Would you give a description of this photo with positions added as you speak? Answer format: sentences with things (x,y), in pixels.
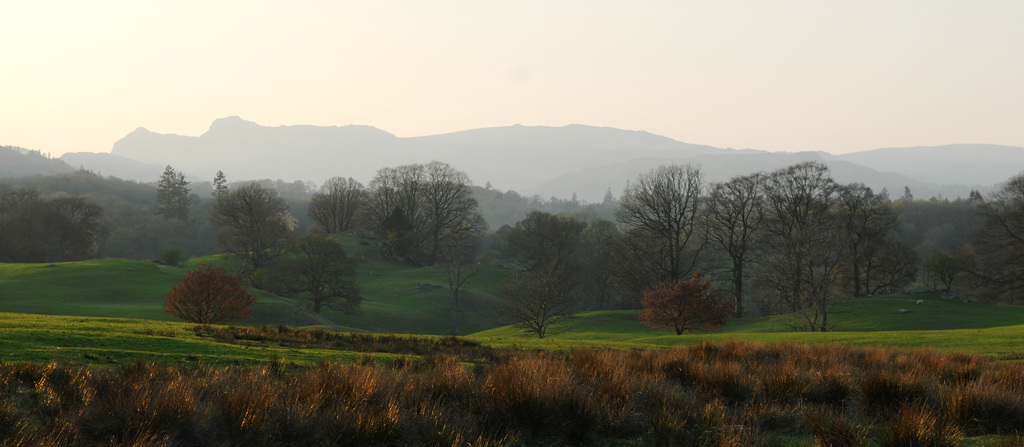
In the picture we can see grass (352,315), trees (240,240), and mountains (555,184). In the background (413,101) there is sky (800,61).
